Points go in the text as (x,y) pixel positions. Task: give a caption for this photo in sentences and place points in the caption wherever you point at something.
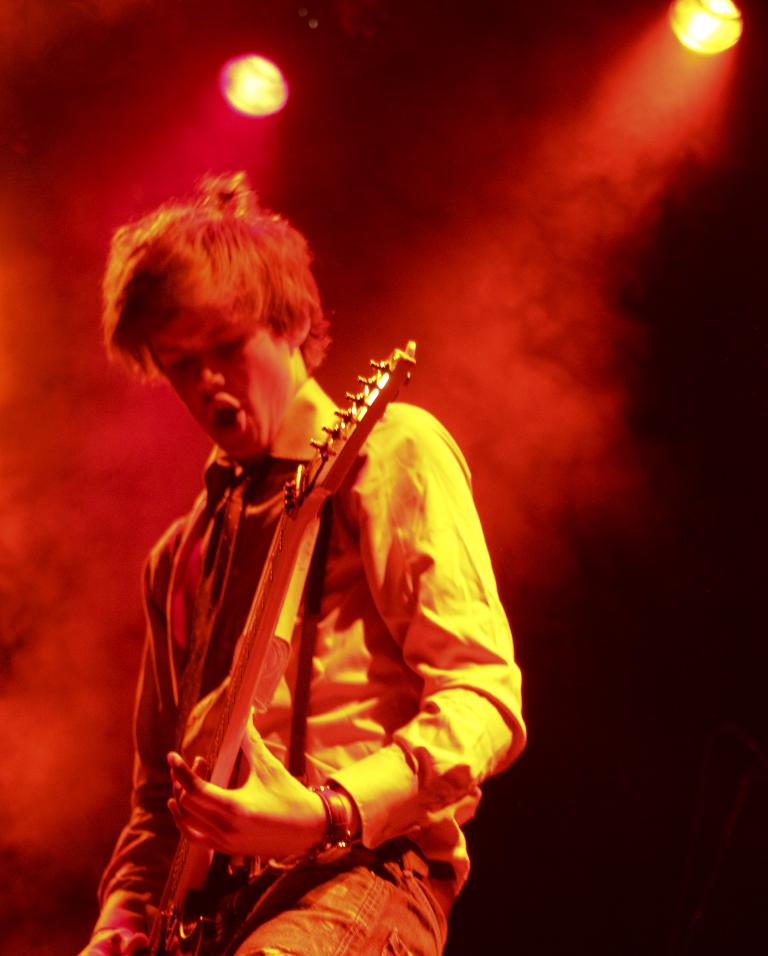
In the image we can see a man (389,690) standing, wearing clothes (421,669) and a wrist watch (335,839). This is a guitar (211,749), smoke (514,361) and lights (689,37).
